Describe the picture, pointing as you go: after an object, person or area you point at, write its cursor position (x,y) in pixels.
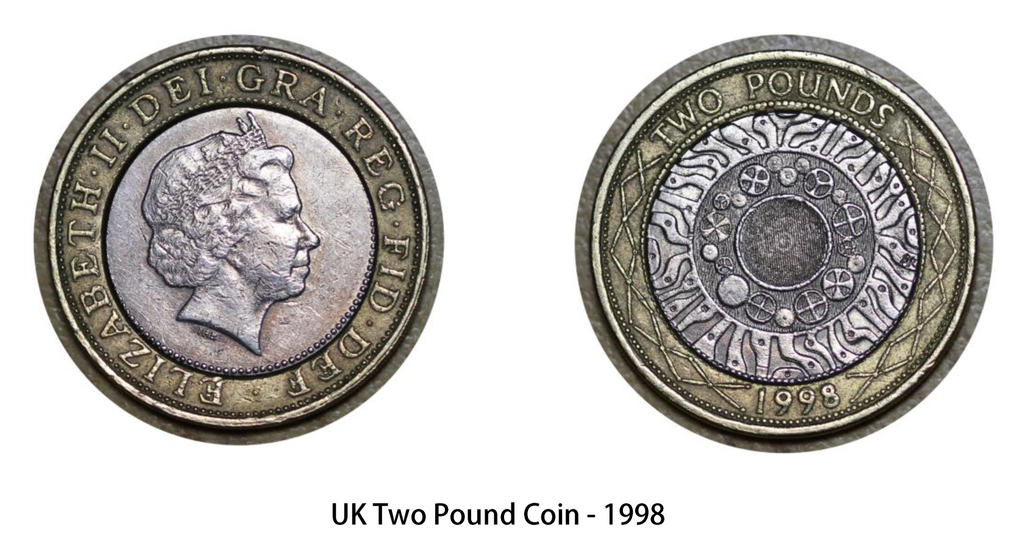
In the image there is an image of a coin (689,224) on its head (331,199) and tails (732,226) with some text (561,516) below.
